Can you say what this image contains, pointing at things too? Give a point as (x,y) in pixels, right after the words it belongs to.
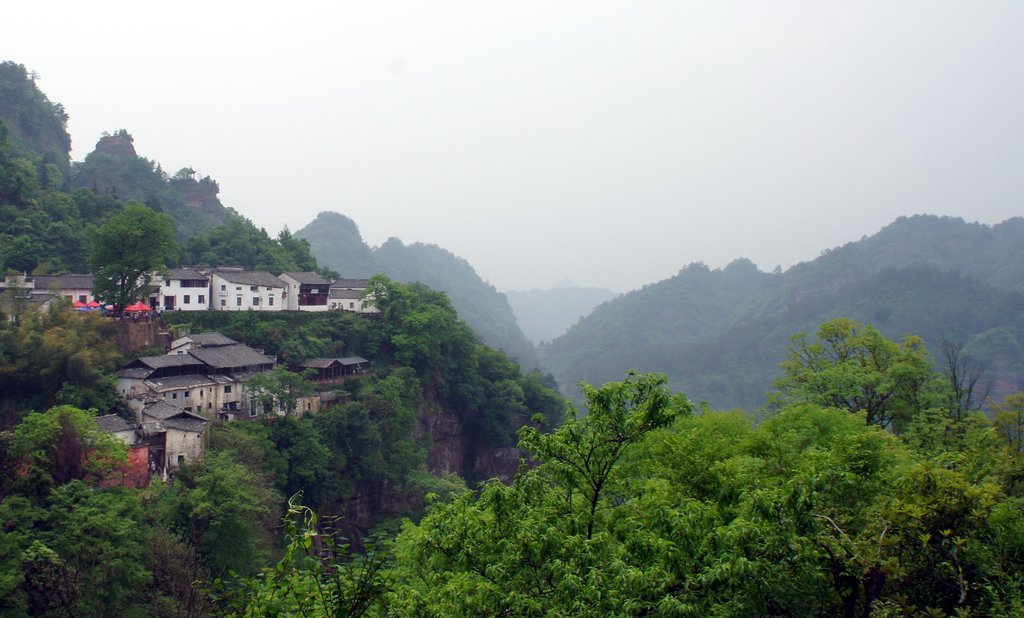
This is the picture of the view of a place (430,395) where we have some houses (180,445) on the hill (339,352) and around there are some mountains (452,284), trees (212,515) and plants (696,574).
